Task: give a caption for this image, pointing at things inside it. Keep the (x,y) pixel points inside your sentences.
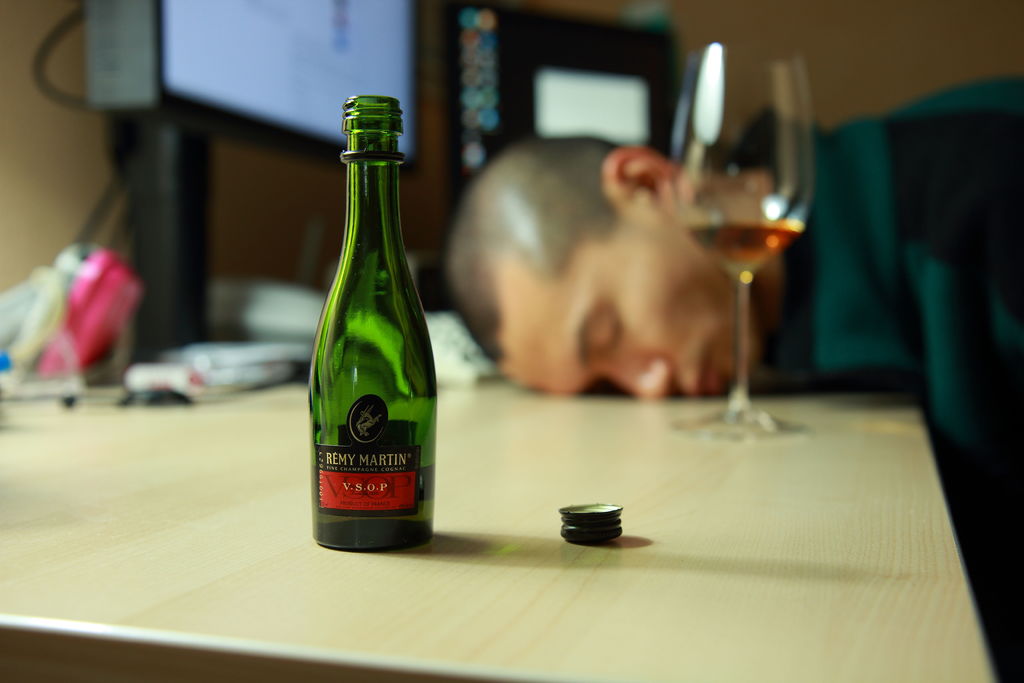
This is the picture of a bottle (336,486) and a lid (604,517) on the table (604,496) and on the table (666,533) there is a guy (692,314) leaning on it and a glass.
